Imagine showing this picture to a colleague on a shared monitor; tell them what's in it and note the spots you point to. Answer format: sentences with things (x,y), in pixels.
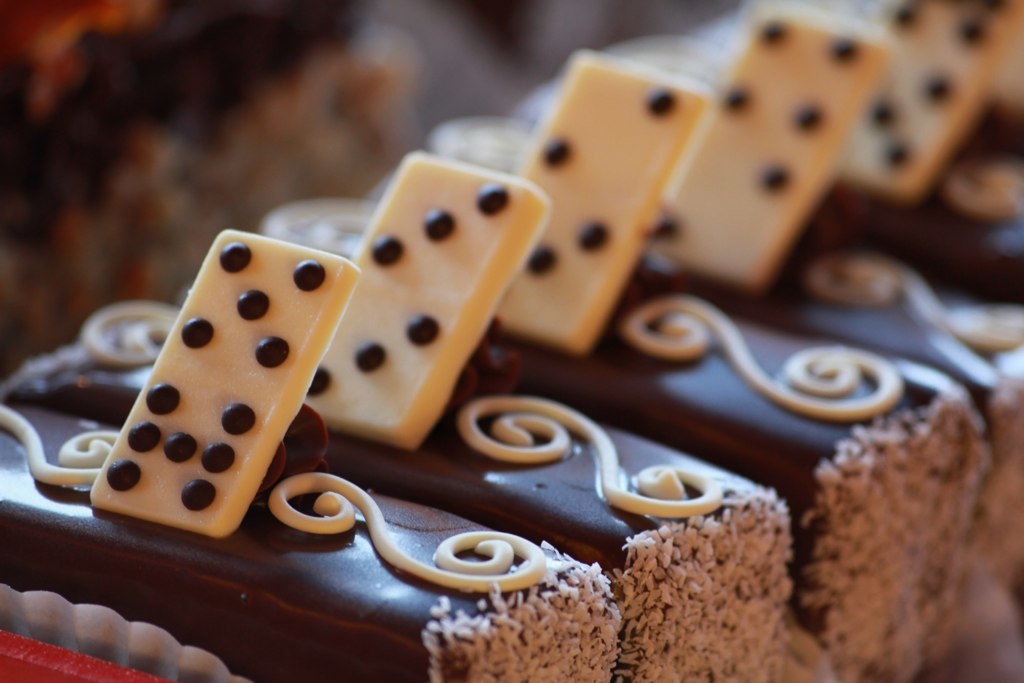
In this image we can see desserts (451,567) arranged in a row.
